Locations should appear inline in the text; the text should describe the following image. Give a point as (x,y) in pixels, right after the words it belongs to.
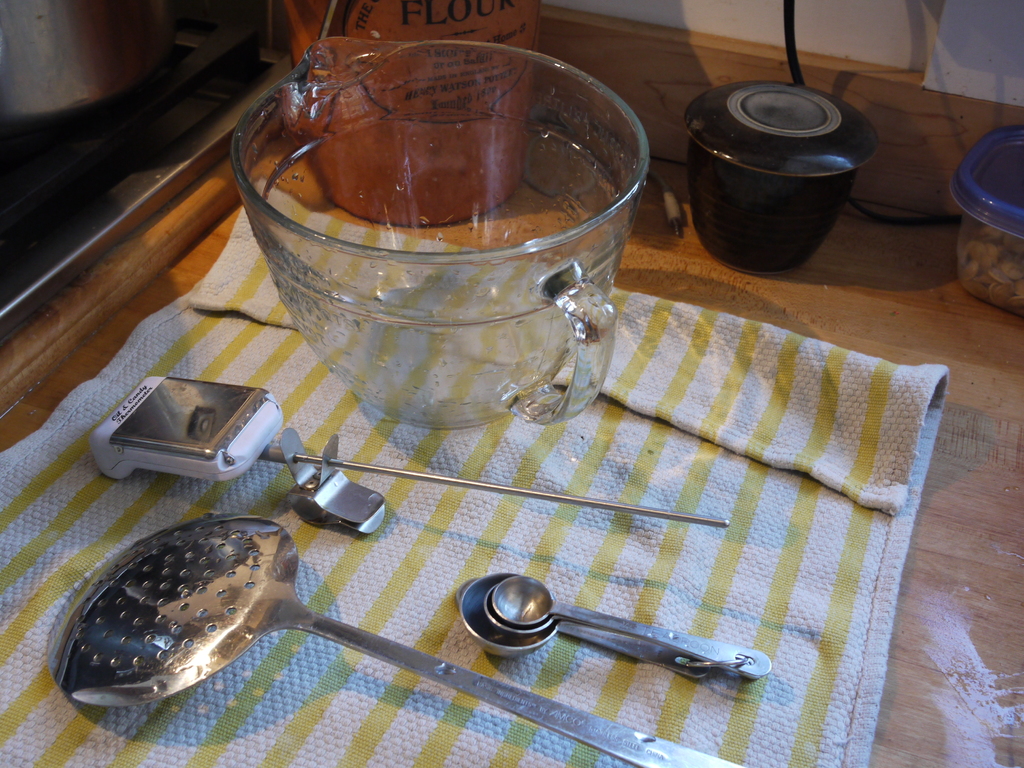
In this image we can see spoons (487,617), glass bowl (298,259), napkin (354,750) and a few more things (838,121) are placed on the wooden surface (639,271).
